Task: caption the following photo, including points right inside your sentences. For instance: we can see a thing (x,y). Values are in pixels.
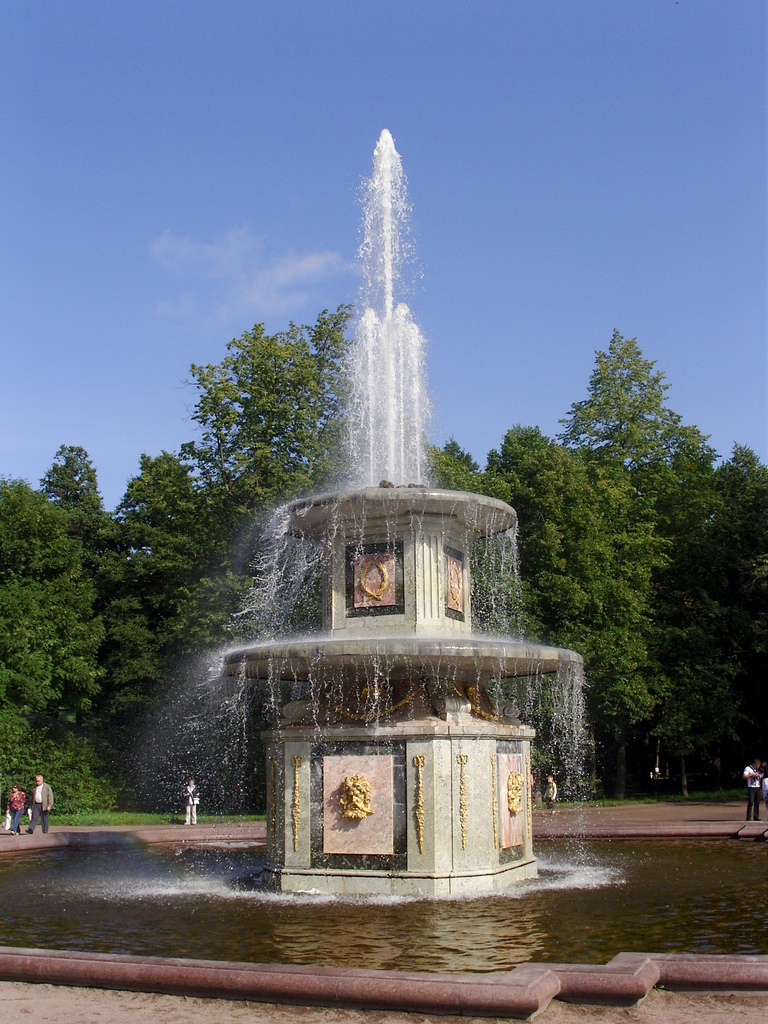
In this image we can see there is a water fountain (296,693). There are people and trees (630,522). In the background (592,313) we can see the sky (588,290).
